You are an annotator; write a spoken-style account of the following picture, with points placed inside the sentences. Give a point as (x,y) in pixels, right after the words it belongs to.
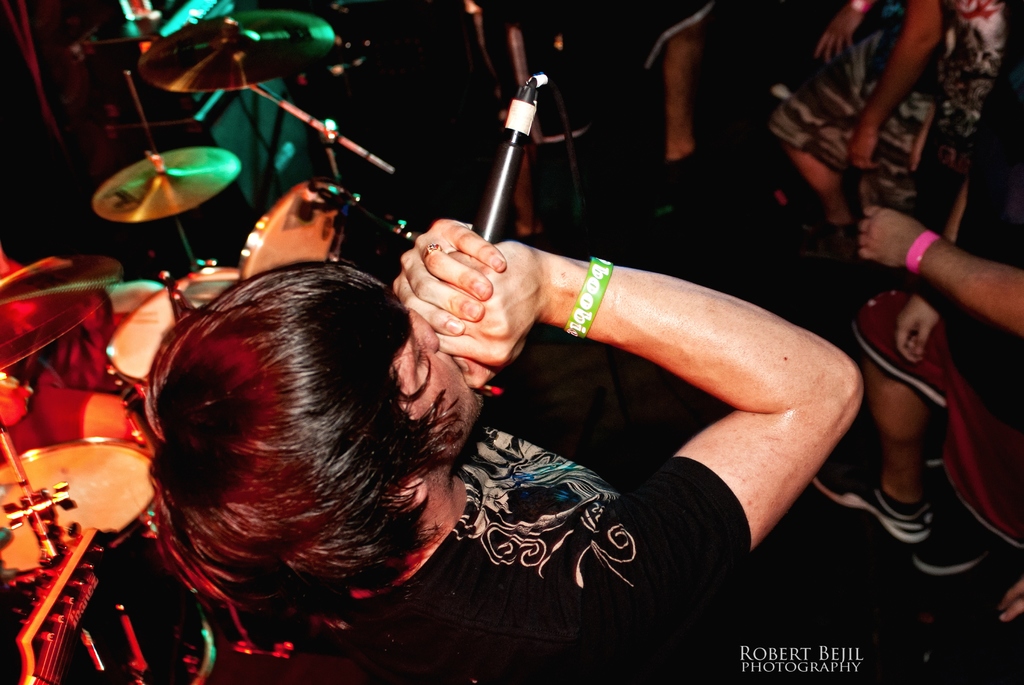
This is the picture taken on a stage (705,663), a man (552,536) in black t shirt (613,595) was holding a microphone (504,171) and singing a song. In front of the man (531,516) there are group of people (926,261) standing on the floor (877,536). behind the man (802,340) there are some music instruments (140,312) and a cymbal (191,62).
